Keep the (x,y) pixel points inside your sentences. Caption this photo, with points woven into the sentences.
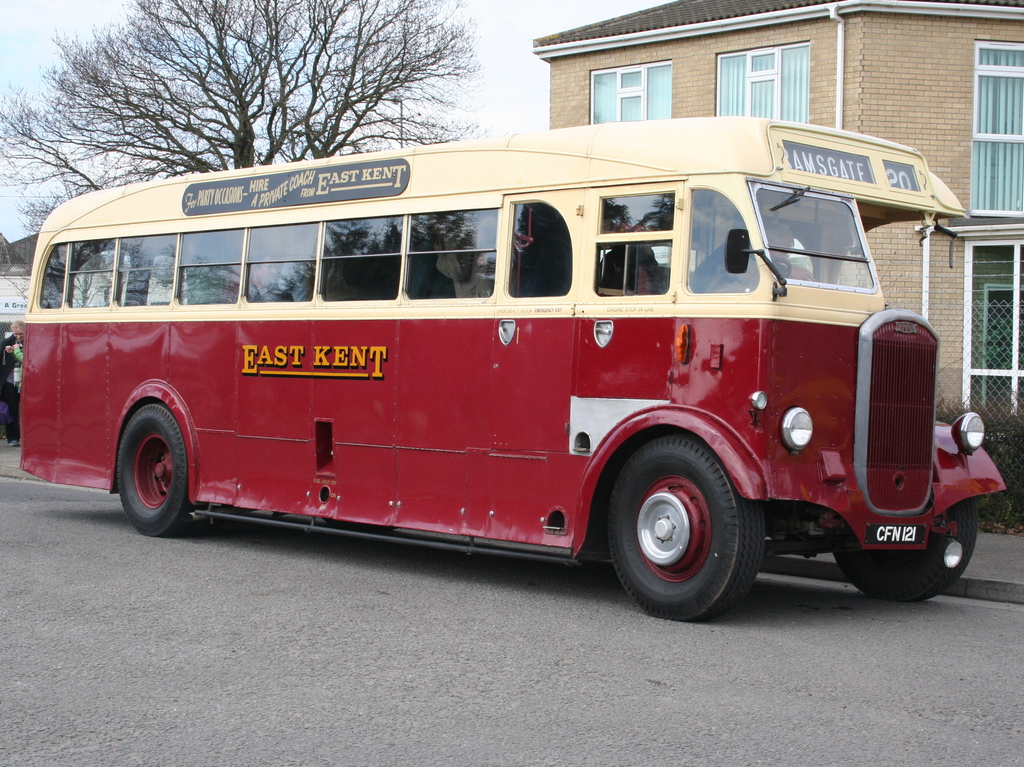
This image consists of a bus (331,398) in red color. At the bottom (269,662), there is a road (371,585). In the background (359,44), there is a building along with a tree (263,74).
